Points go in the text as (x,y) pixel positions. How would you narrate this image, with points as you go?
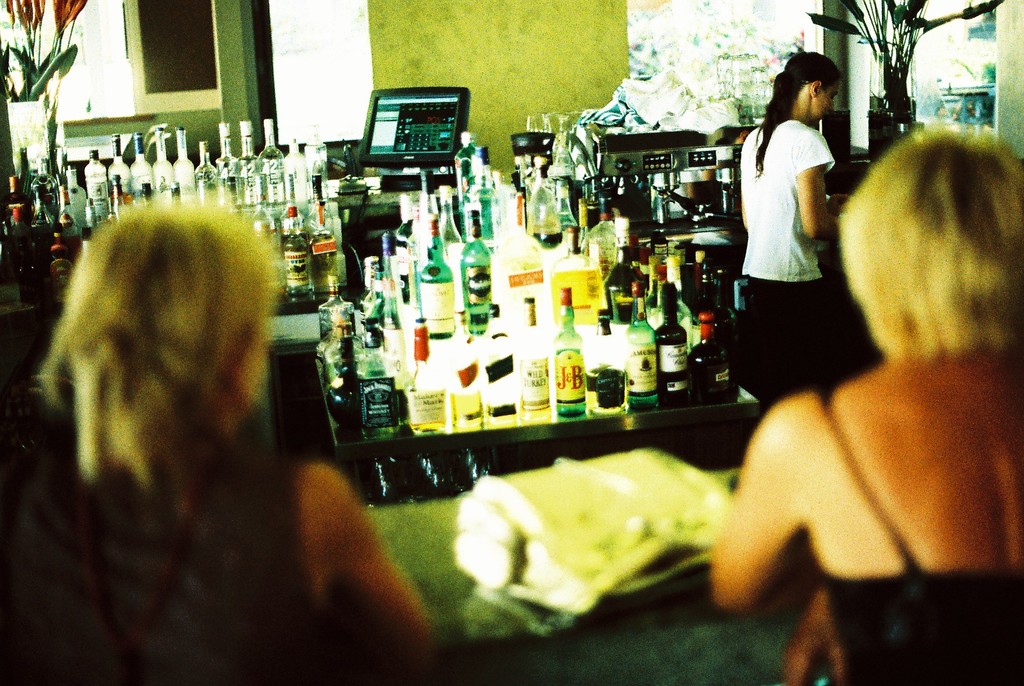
This picture shows a bunch of bottles (548,169) and a monitor (404,127) and a woman (799,360) standing and we see two women (112,635) seated.
